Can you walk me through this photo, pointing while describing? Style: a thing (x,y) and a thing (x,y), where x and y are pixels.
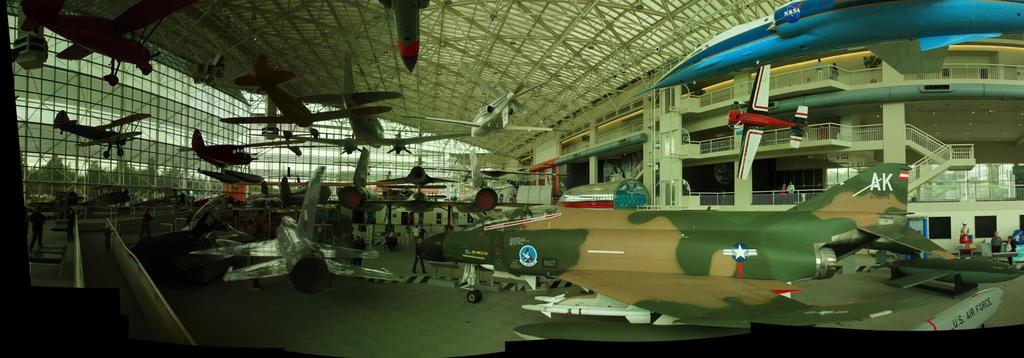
In this image, there are a few aircrafts (350,205), people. We can see the fence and the ground (262,314). We can see some stairs (937,167) and the railing (972,152). We can also see some objects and the shed (534,67) at the top (528,56).
